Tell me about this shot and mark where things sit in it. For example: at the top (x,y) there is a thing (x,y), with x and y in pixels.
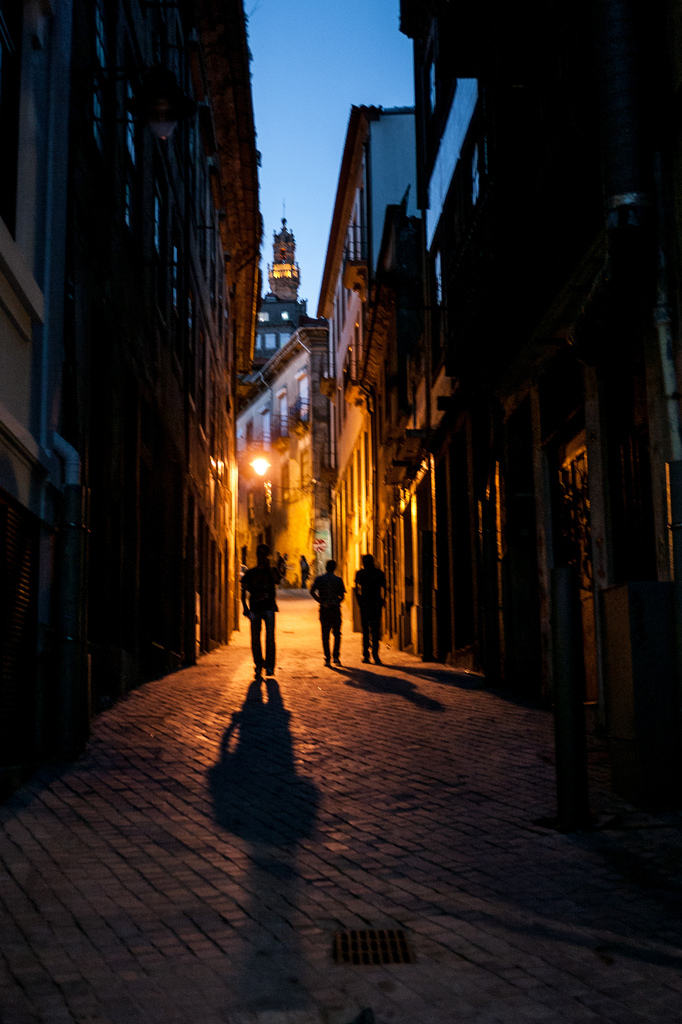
This image consists of buildings (364,456), lights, windows (561,473), tower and a group of people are walking on the road (314,719). At the top (304,103) I can see the blue sky (302,172). This image is taken, may be during night.
